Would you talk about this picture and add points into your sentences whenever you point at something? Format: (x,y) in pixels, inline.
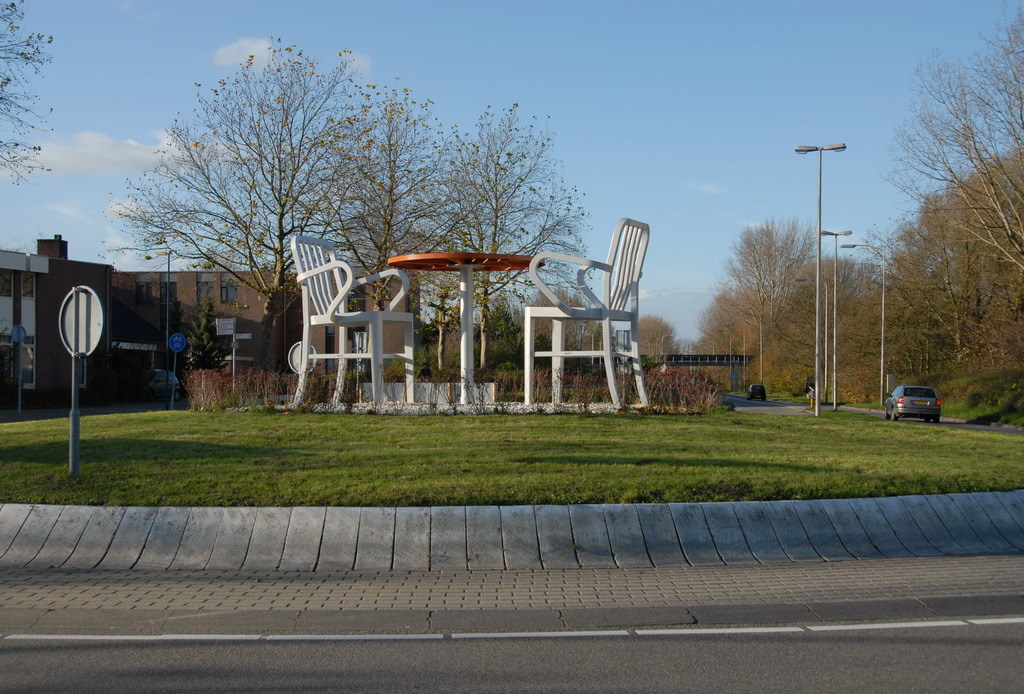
In this image we can see the chairs (589,352) and table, there is a grass (689,482), road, on the left (84,302) there is metal pole (75,371) and buildings (187,288), on the right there is a street lights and vehicles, at the top (625,88) we can see the sky (767,85) with clouds (151,154).
